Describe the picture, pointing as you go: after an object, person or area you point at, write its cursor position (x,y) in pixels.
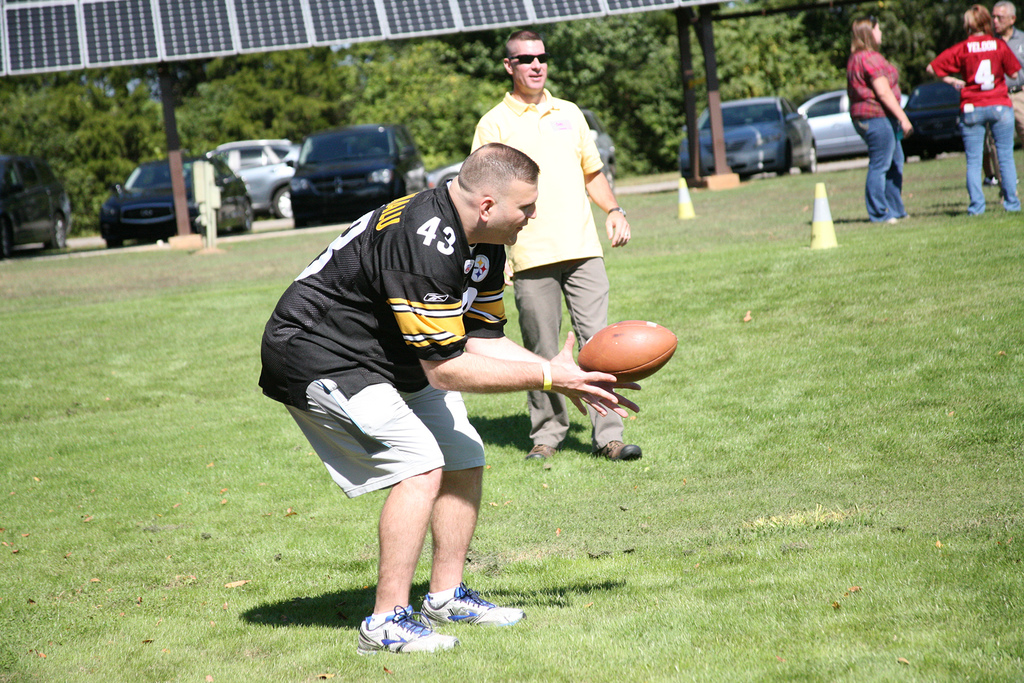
This picture describe about a five people (979,116) in the ground (687,359) in which a person (372,304) the front wearing black color T-shirt (374,334) and shorts (429,406) playing football game behind him a person (571,176) with yellow color t-shirt (557,230) and pant (593,266), behind there are many trees (349,104) and park vehicle (33,212), and on the green field (834,352) they are traffic cones (820,208) and woman (880,114) standing wearing pink shirt (870,97) and beside her another woman (990,97) wearing red t-shirt (991,78).
